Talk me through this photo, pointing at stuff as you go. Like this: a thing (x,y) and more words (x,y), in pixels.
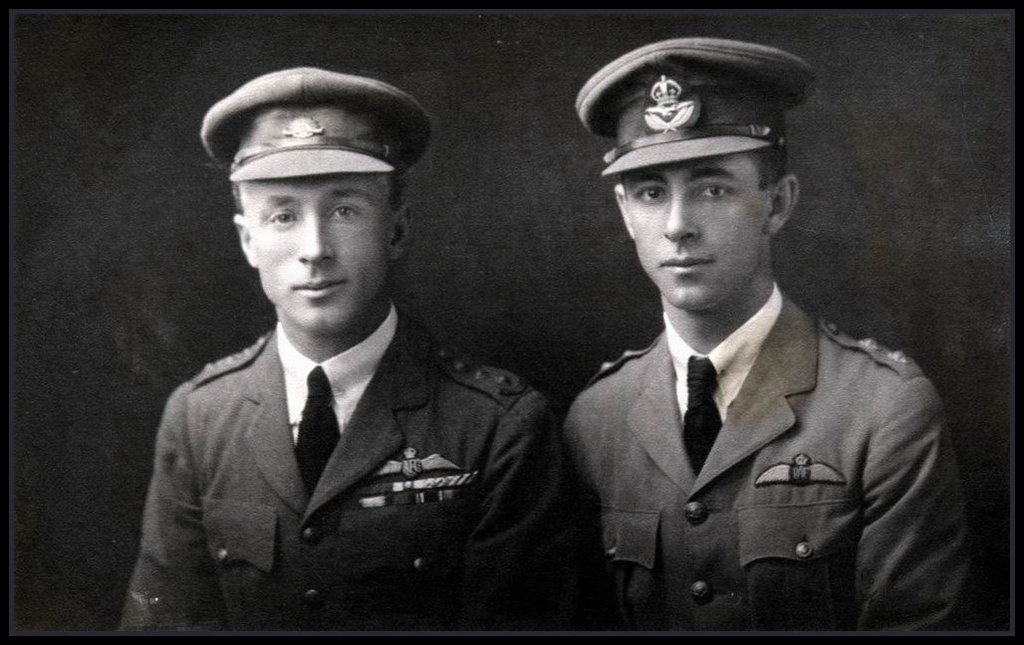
In this image there are two men (700,352), the background of the image (503,246) is black in color.
